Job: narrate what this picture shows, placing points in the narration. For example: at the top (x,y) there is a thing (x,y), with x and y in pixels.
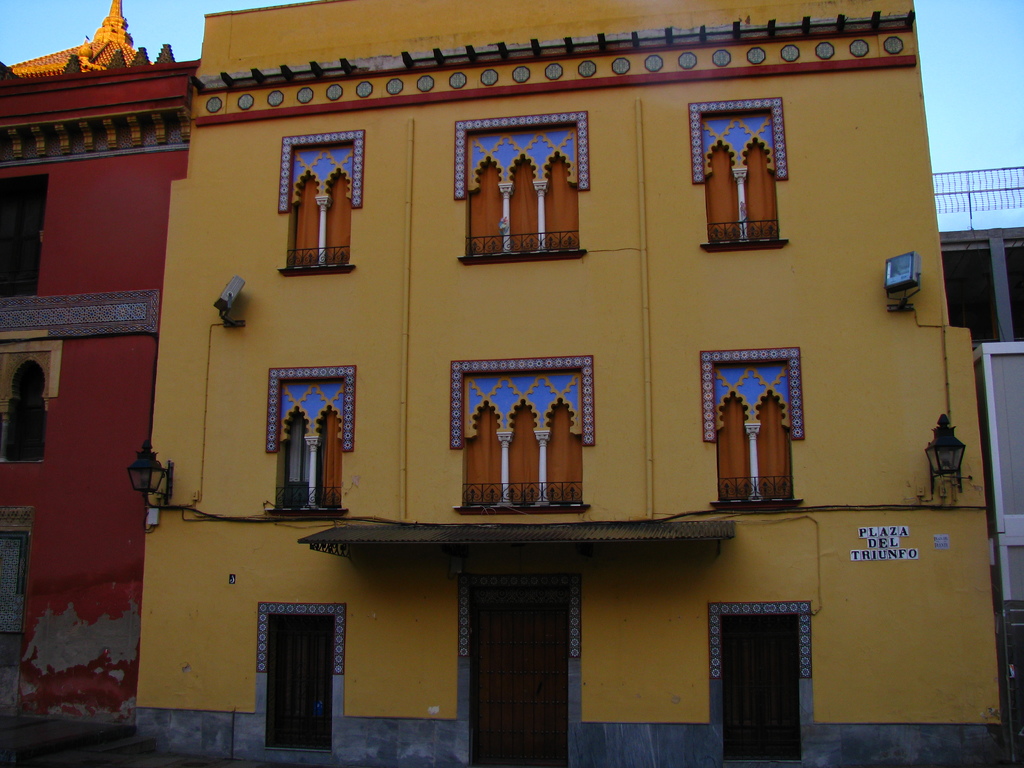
In this image I can see the buildings (271,255) with windows (31,191) and lights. I can see these buildings (120,489) are in yellow, red and blue color. In the background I can see the sky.
